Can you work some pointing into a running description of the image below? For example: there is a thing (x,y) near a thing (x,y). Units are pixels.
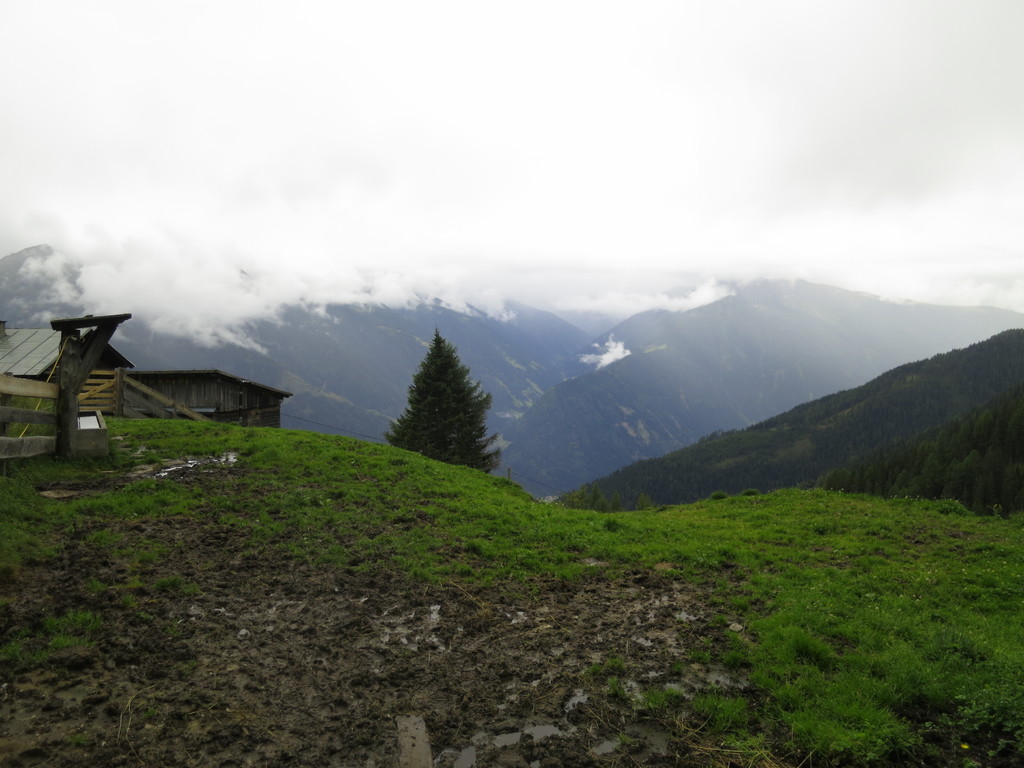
In this picture we can see grass (790,723) at the bottom (787,690), in the background (962,471) we can see trees (465,439) and hills (562,343), on the left side (214,393) there is a house (43,357), we can see the cloudy sky (441,283) at the top of the picture (527,155).
